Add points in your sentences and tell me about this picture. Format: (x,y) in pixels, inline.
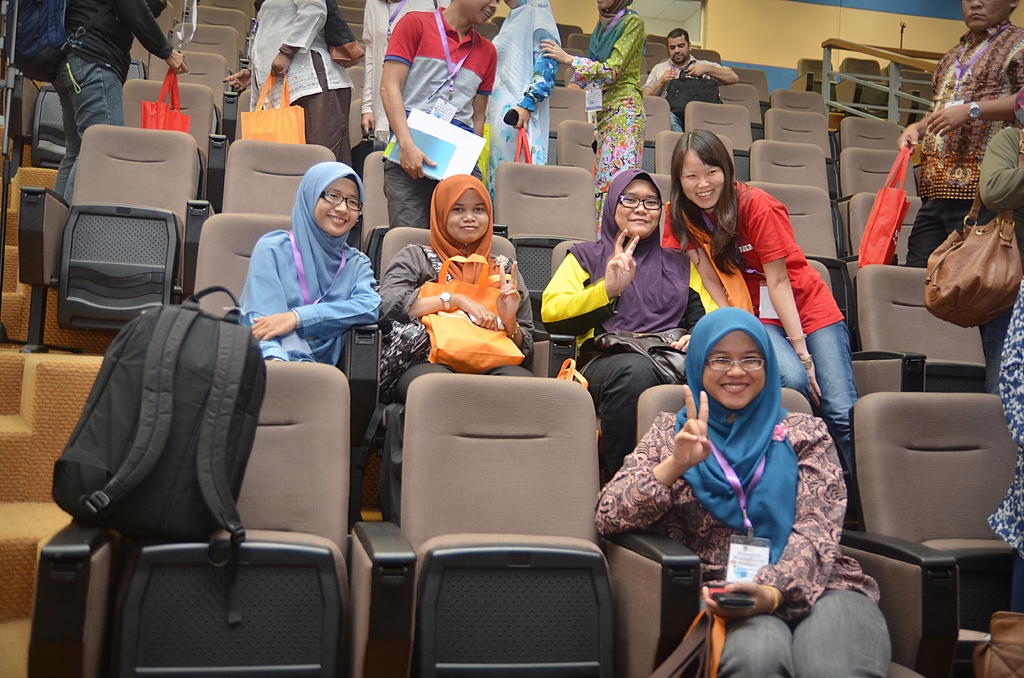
In this image I see number of people (1020,530) in which few of them are sitting and most of them are standing, I can also see few bags (244,335) and I see that these women (832,528) are smiling and I see number of chairs (550,381).
